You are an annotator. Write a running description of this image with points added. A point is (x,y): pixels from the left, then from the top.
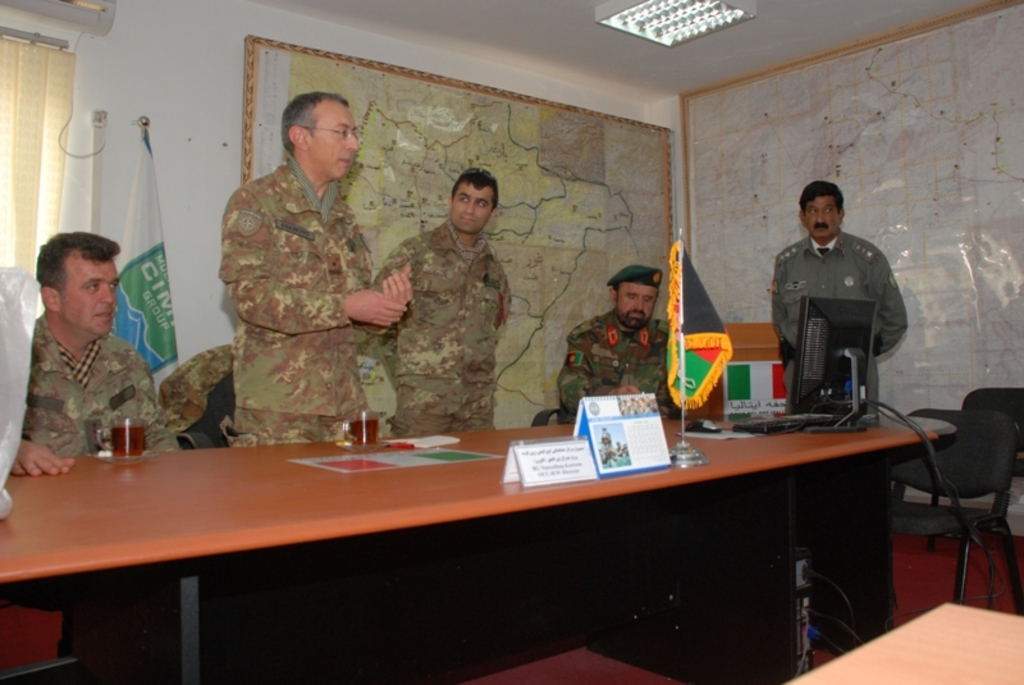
This image is clicked in a room (12,653) where there are tables (644,543), chairs (955,523) maps (707,273) on the walls (772,179), there are lights (641,10) on the top (658,8) and the people (40,351) are around the table (622,482), some sitting on chairs (559,419). all the people (430,369) are wearing military dresses (465,403). on the table (193,471) there are glasses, name boards (538,443), calendar (657,417), flag (704,394), computer (819,413).
